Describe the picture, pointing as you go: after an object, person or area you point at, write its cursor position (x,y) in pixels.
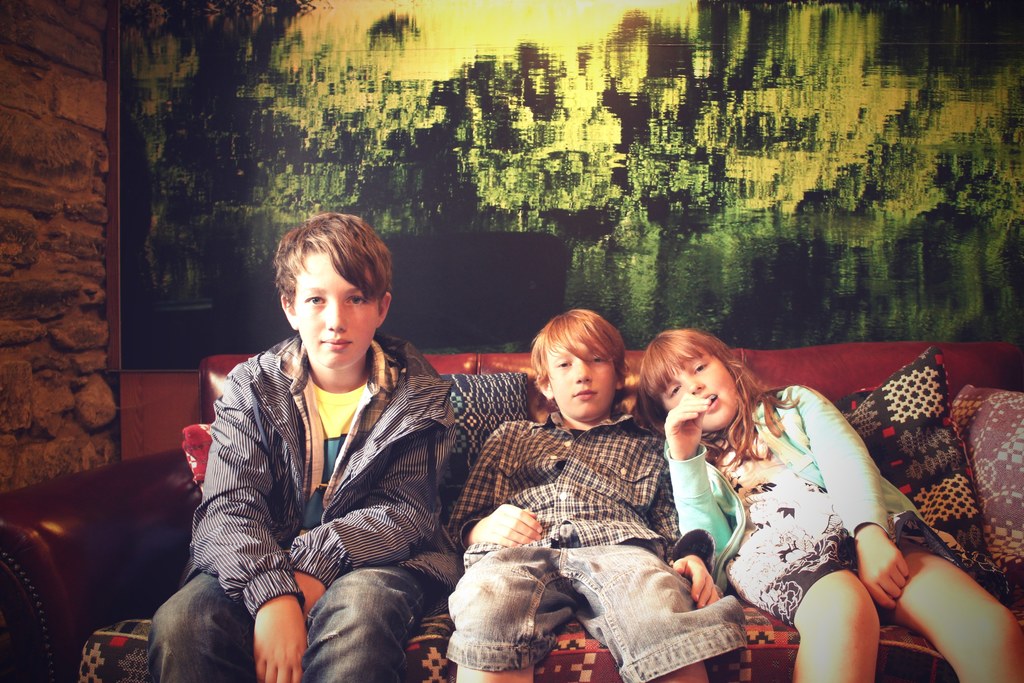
There are three kids (614,548) sitting on a sofa (775,669) and there is a picture (600,110) behind them.
